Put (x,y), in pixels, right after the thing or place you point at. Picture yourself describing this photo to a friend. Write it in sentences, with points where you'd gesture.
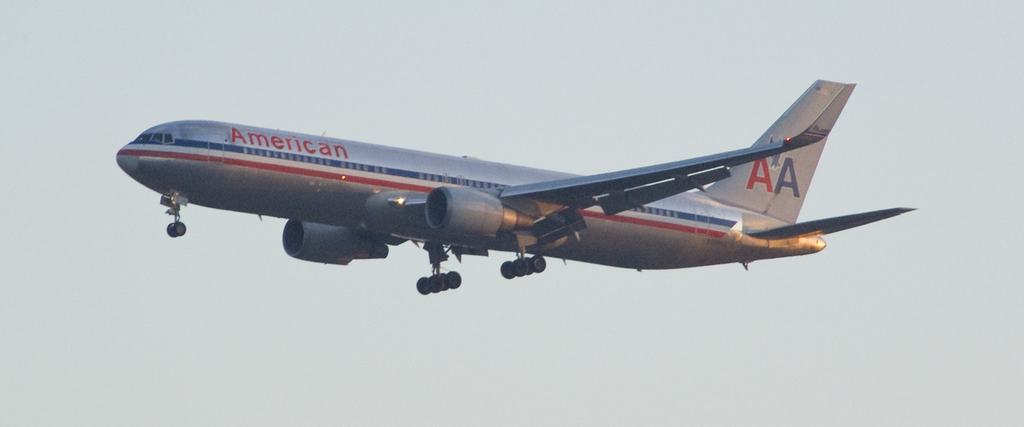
In this picture we can see an airplane (530,218) and it is in the air.
